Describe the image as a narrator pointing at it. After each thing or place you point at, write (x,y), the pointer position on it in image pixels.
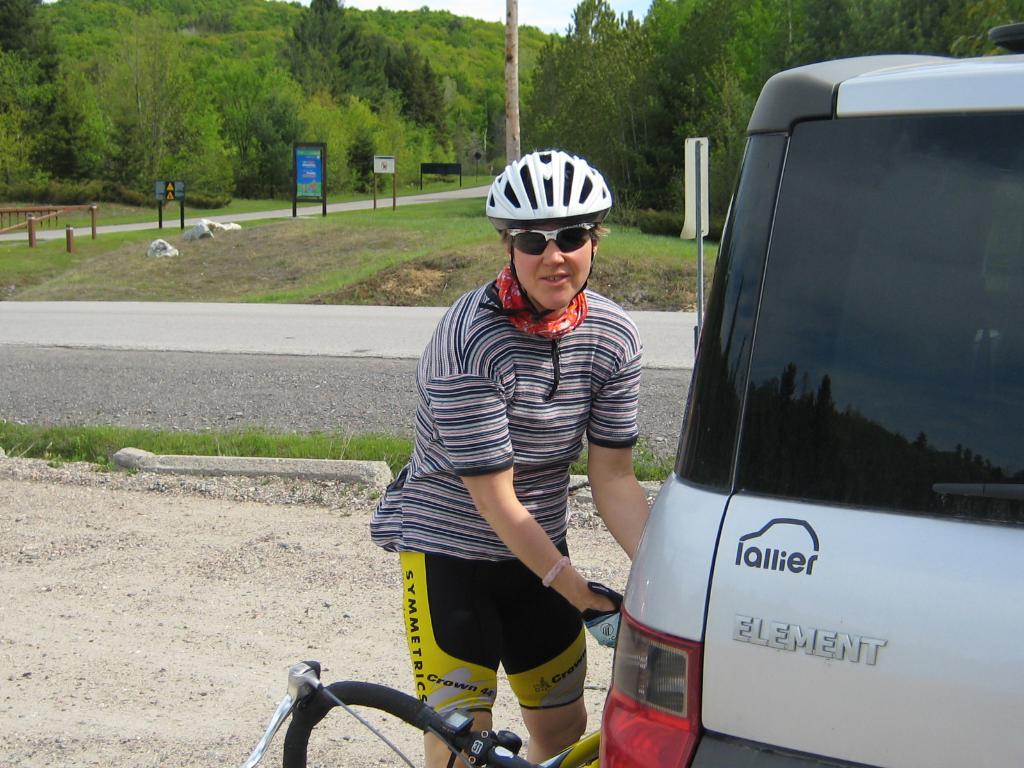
Here on the right side (900,387) we can see a vehicle (810,672), bicycle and a person (425,507) standing on the ground (382,654) and there is a helmet (531,223) on the head (577,258). In the background (56,312) there are trees (316,59), grass (21,251), road (52,306), hoardings (319,166) and sky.
